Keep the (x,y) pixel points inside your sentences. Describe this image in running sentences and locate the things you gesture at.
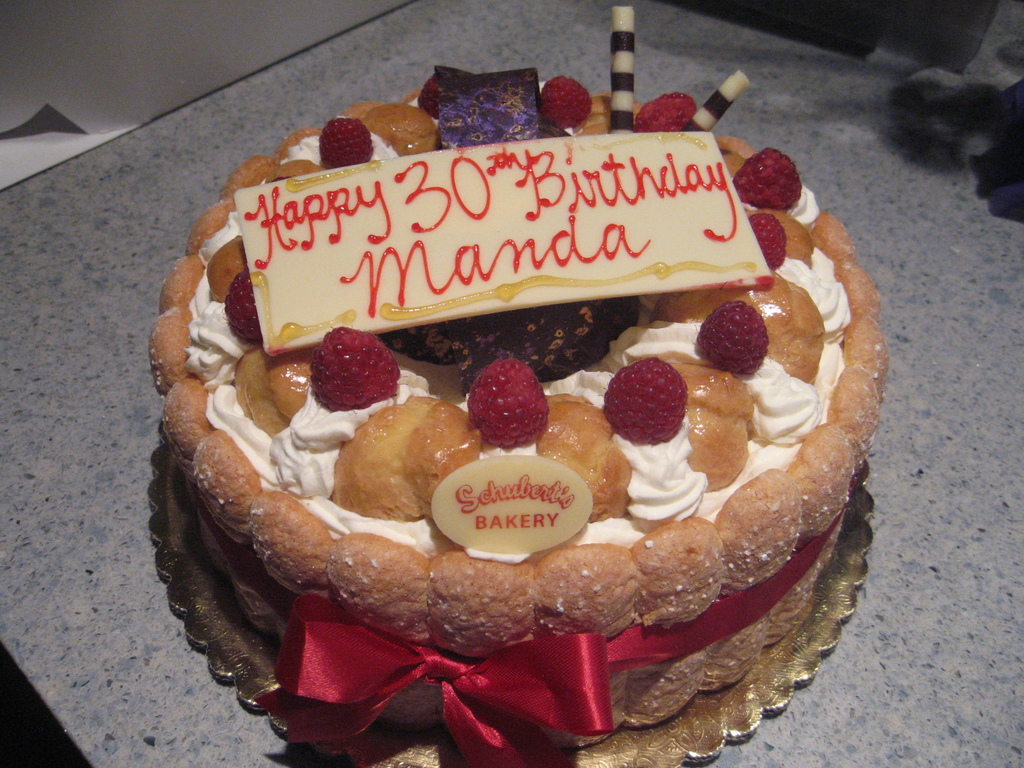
In this image there is a cake (296,485) on the table (128,609). On the cake (603,441) there are few fruits (541,417). Cake (554,449) is tied with a ribbon (534,683).
